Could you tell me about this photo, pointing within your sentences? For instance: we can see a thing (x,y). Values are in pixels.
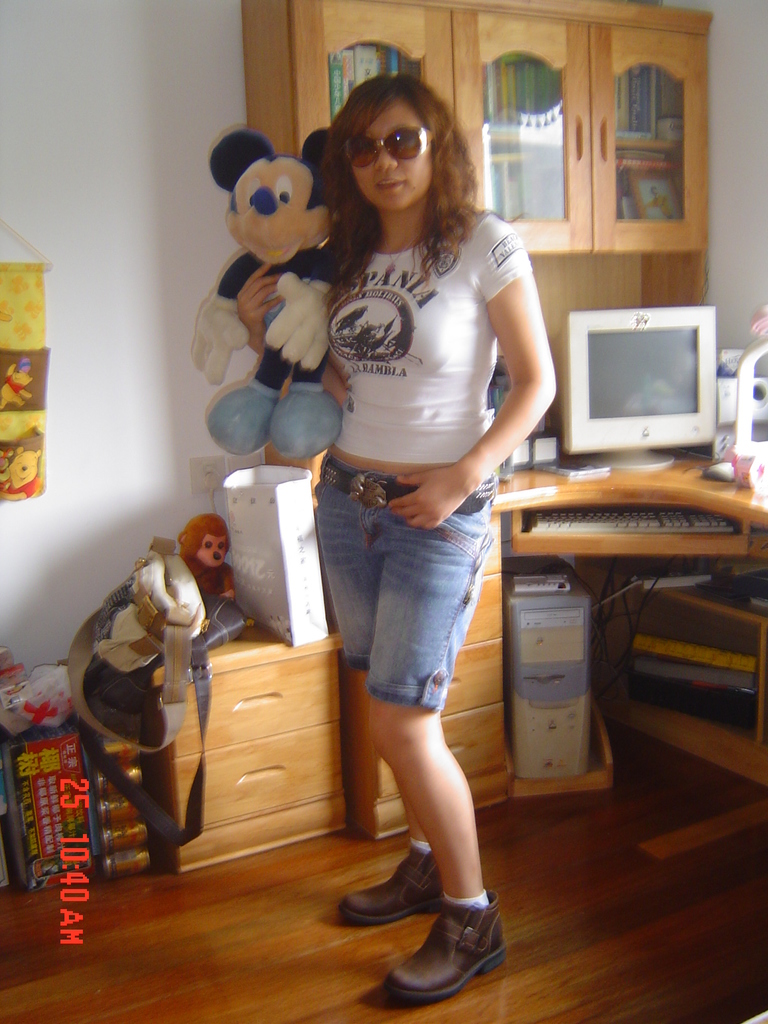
In this image there is a woman (468,962) holding a Mickey mouse (322,131). She is wearing a white t shirt (416,291), blue shorts (451,565), brown shoes (409,961) and a goggles (397,149). Behind her there is a table (710,503). On the table (606,500) there is a computer (671,386), keyboard (607,513) and CPU (572,632) and etc. To the left side (109,656) there is a bag (168,573) and a toy (208,539). In the top right (534,63) there is a desk (524,73).
